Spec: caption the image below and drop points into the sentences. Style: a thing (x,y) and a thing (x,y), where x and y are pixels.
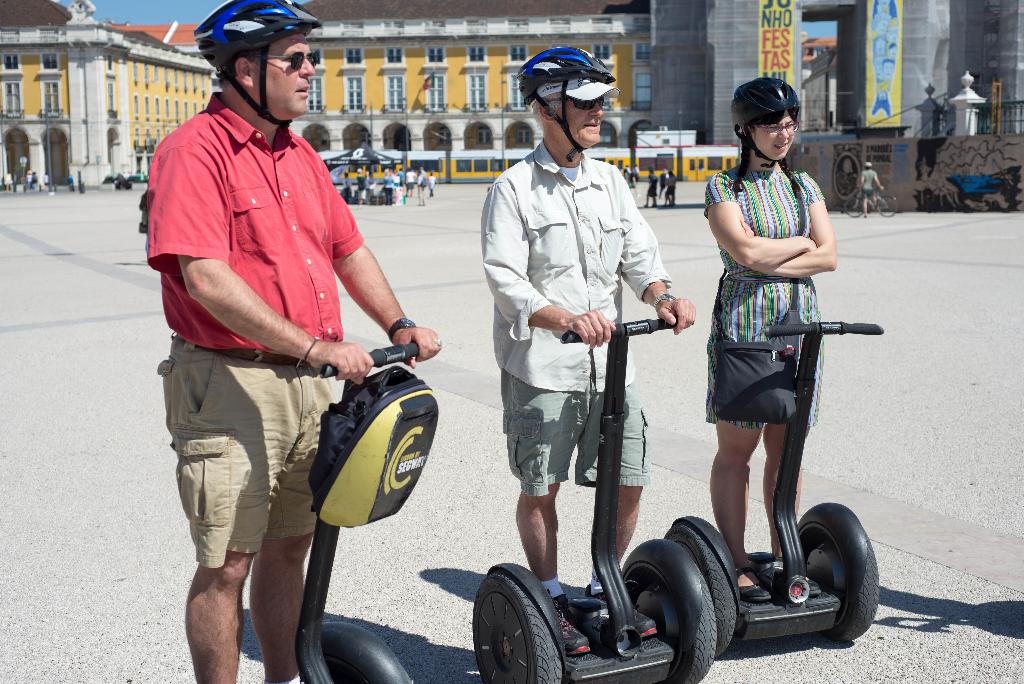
In the image there are few people (301,407) in the foreground (533,514), they are standing by holding the segways (679,670), behind them there are buildings (75,119) and many other people (350,192).
